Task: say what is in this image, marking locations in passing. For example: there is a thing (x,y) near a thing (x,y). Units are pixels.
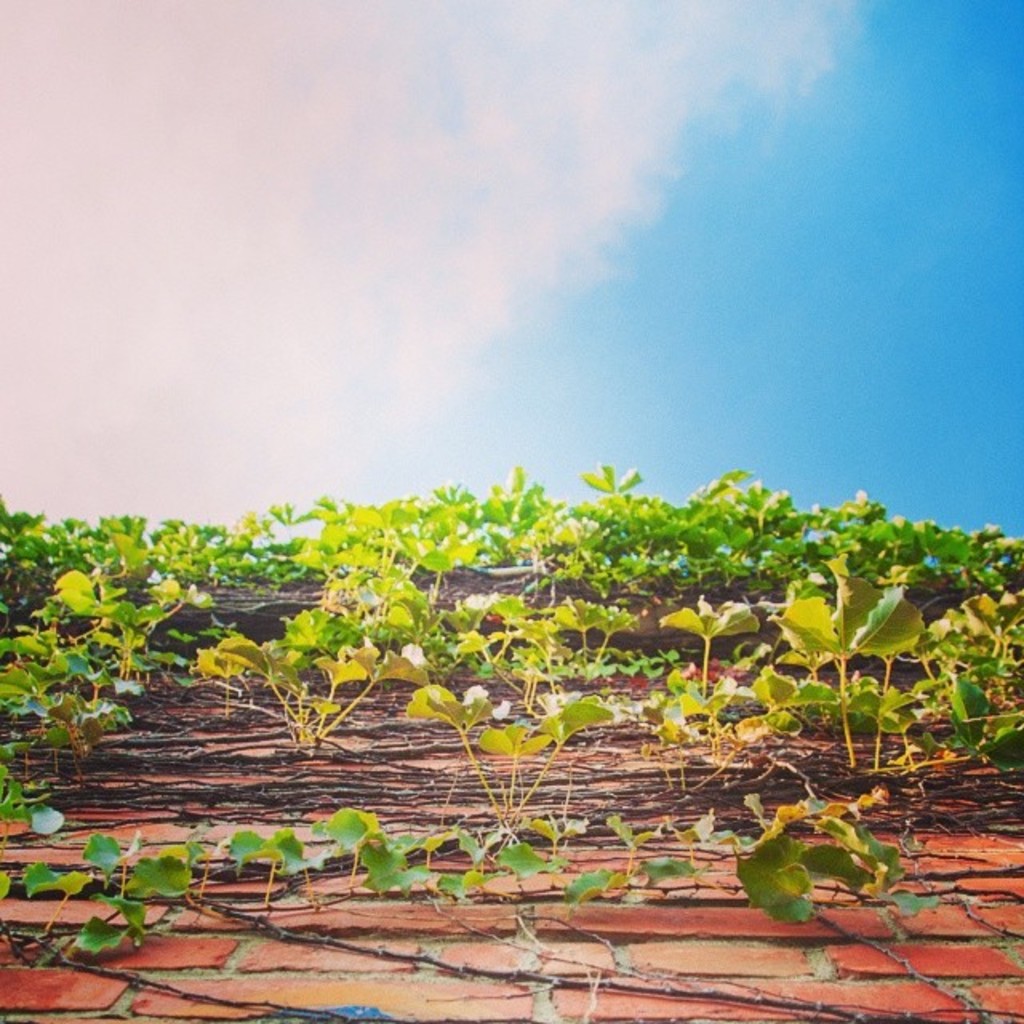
In this image, we can see creepers (238,857) on the wall (430,774) and at the top (404,155), there are clouds (467,191) in the sky (619,199).
